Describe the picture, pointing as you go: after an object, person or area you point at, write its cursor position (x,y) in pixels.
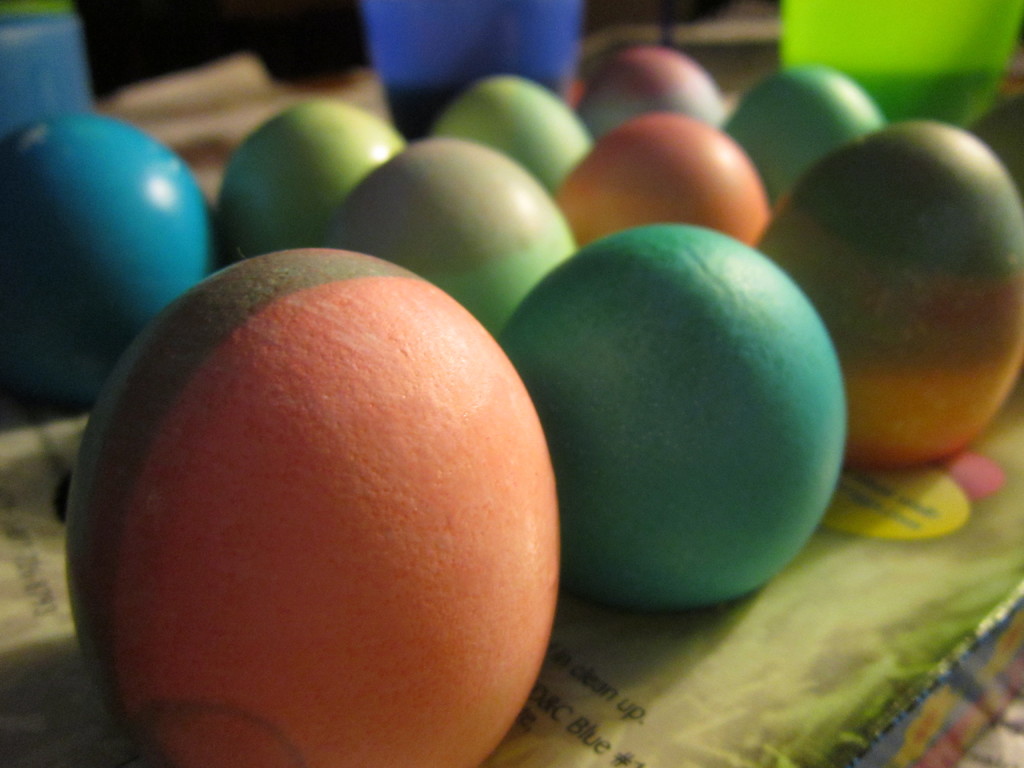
In this image we can see collection of colorful eggs (529,296). At the top of the image (408,64), we can see colorful objects (889,14). At the bottom of the image (822,681), it seems like there is a book (702,708).
